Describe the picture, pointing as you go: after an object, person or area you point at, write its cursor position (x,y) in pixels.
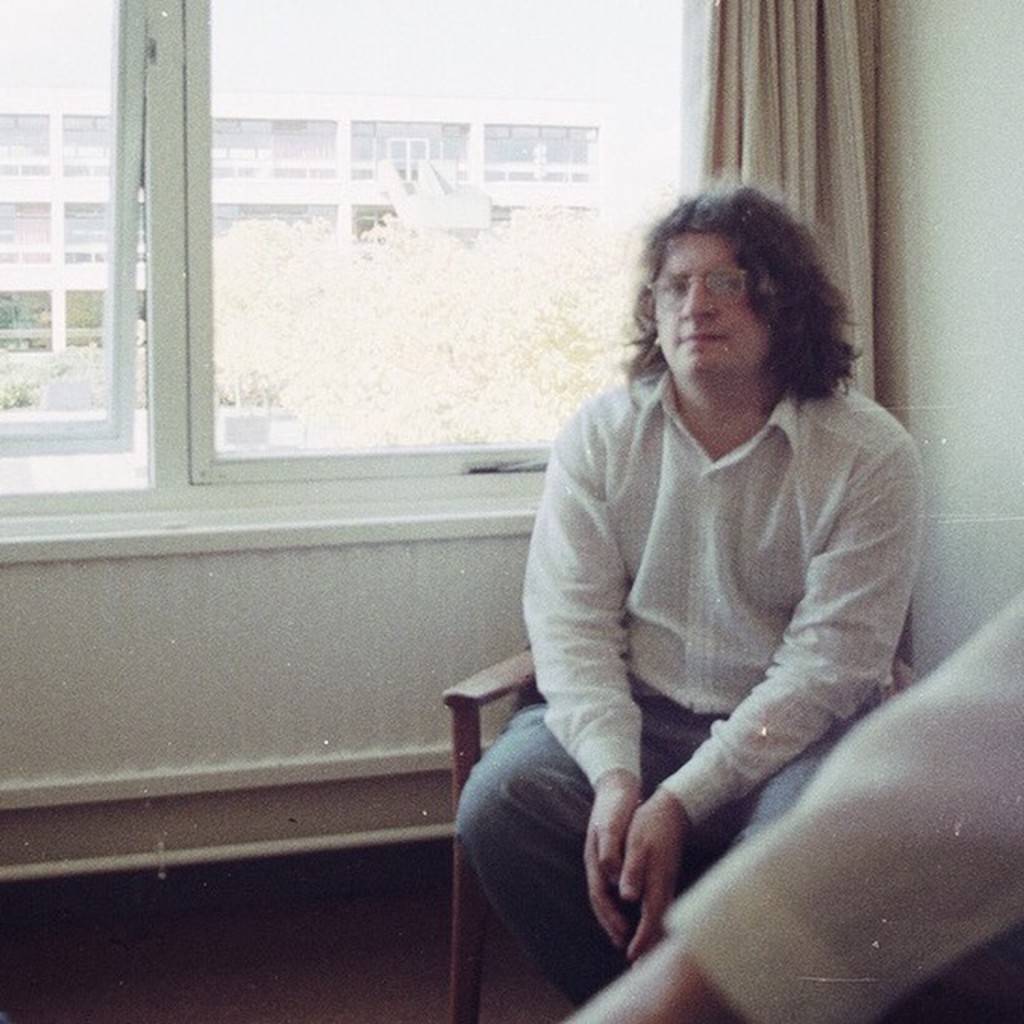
In this picture we can see a person (586,855) sitting on a chair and in the background (110,712) we can see a wall (284,820), windows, curtain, trees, building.
